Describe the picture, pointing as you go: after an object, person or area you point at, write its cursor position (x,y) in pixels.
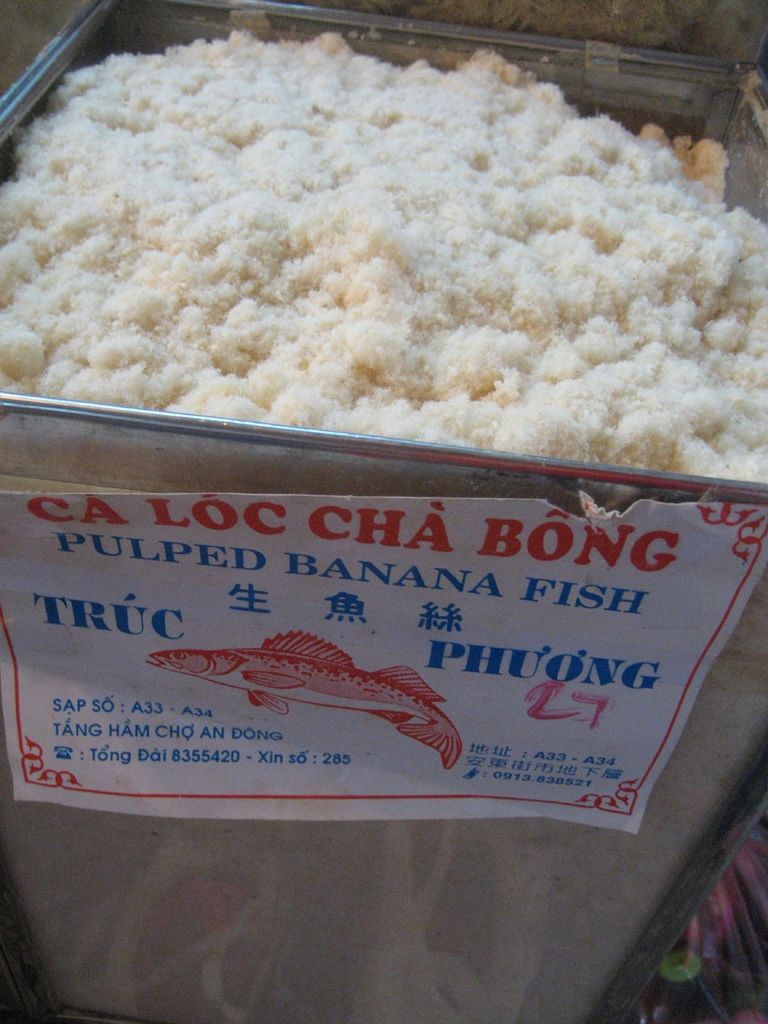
In this image we can see a food item (478,169) in a big container (654,103) and paper (291,655) is attached to the container (760,612).
